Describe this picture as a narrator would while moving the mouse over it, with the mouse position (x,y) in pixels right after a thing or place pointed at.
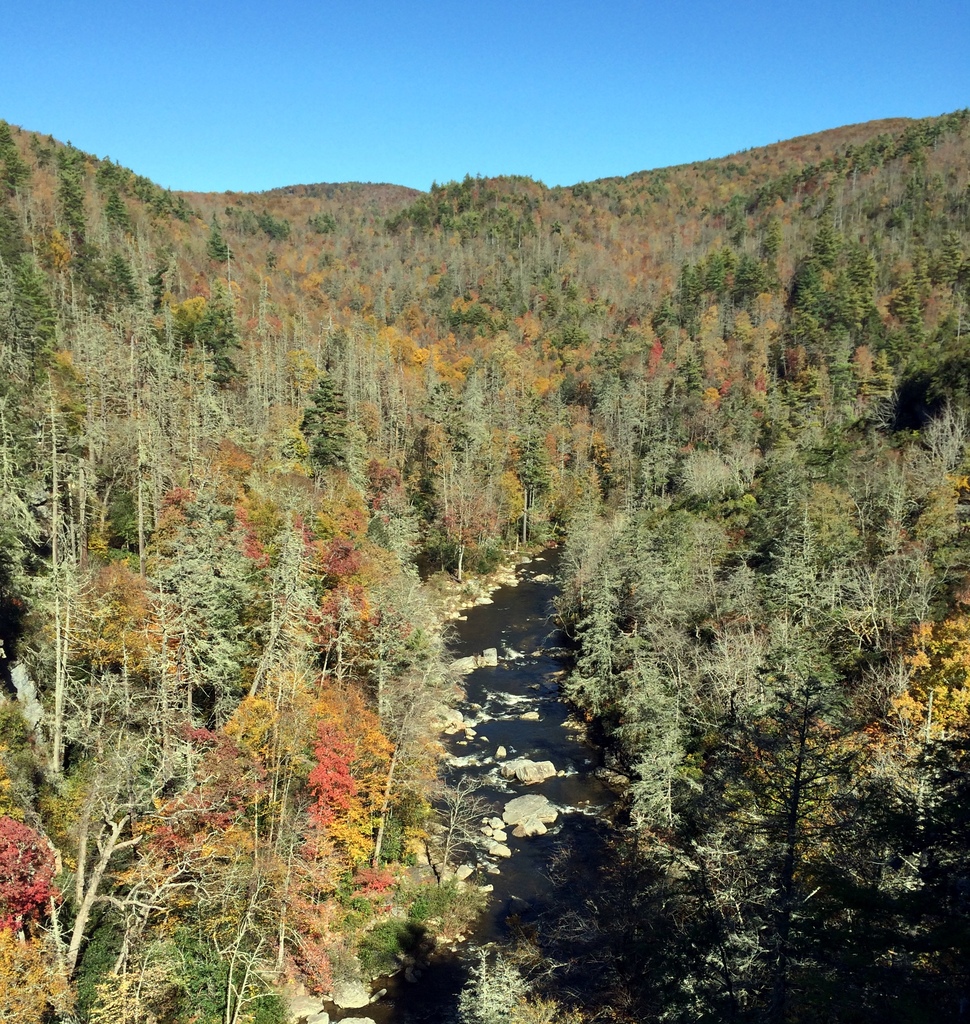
In the image we can see there are trees (346,440) and river (526,791) in between and the sky (514,139).
